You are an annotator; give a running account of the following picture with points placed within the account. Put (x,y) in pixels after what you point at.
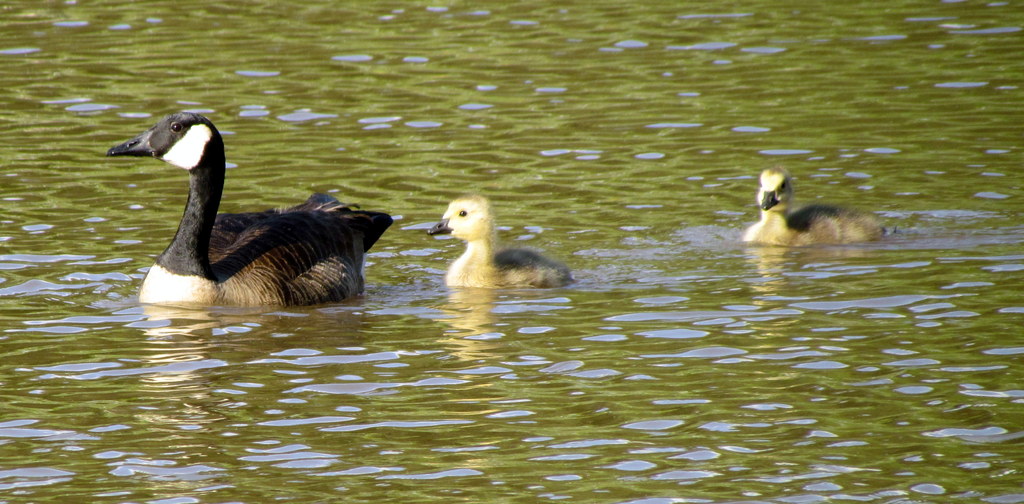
On the left side (197,259) a duck (182,262) is swimming in the water (252,170), it is in black color behind this 2 ducklings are also swimming.
